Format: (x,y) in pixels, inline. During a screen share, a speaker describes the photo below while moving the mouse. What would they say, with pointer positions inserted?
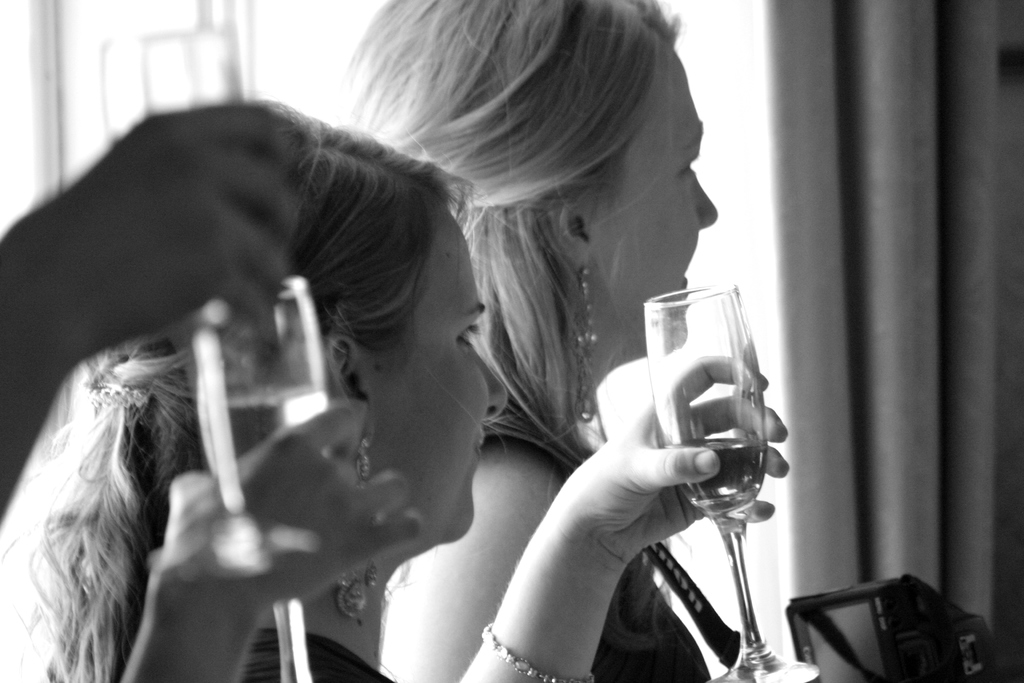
In this image I can see two women (519,377) are holding a wine glass (679,438) in their hands (648,518). In the background (865,182) can see a curtain (899,374).
